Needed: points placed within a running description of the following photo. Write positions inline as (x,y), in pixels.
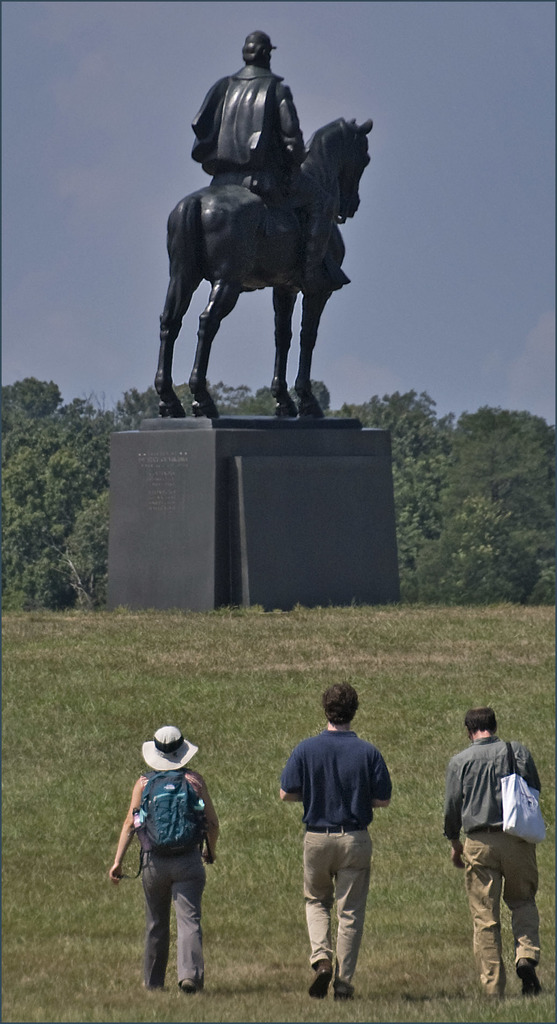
In this image i can see three persons (333,822) walking on the floor (546,816) at the back ground (246,249) i can see a statue (255,246), a tree (94,482) and a sky (63,174).
